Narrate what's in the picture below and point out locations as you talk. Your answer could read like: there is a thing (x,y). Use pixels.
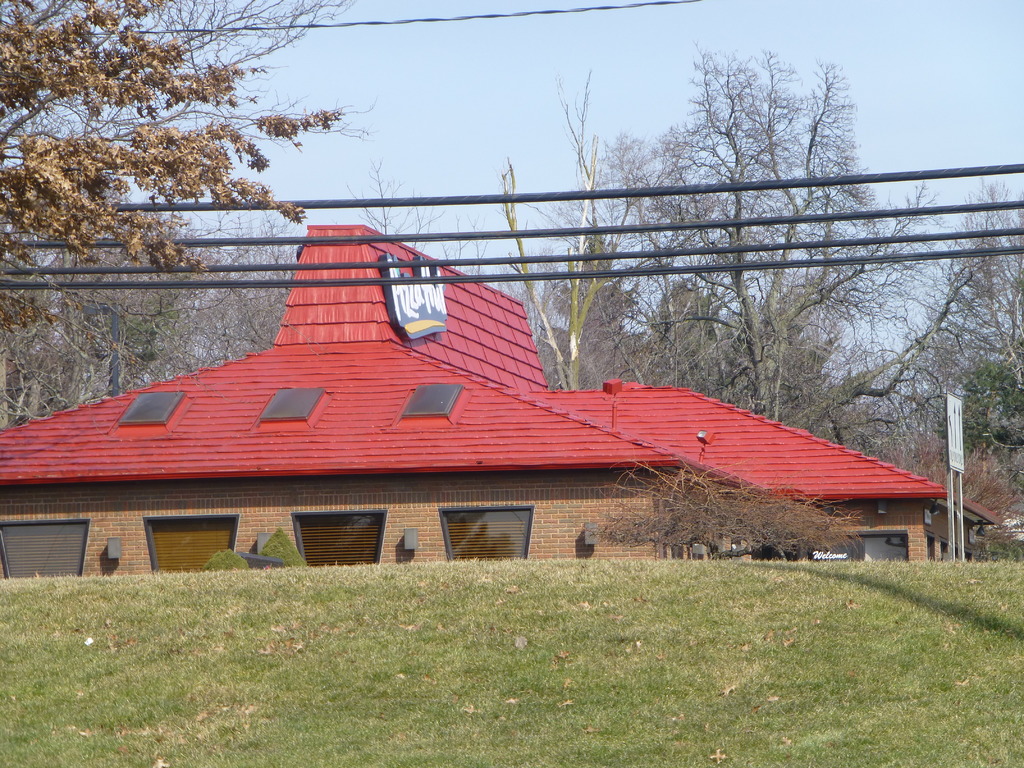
Land (564,667) is covered with grass (467,637). A building (534,417) with glass windows (307,519). We can see plants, board (954,423) and trees (998,537).
